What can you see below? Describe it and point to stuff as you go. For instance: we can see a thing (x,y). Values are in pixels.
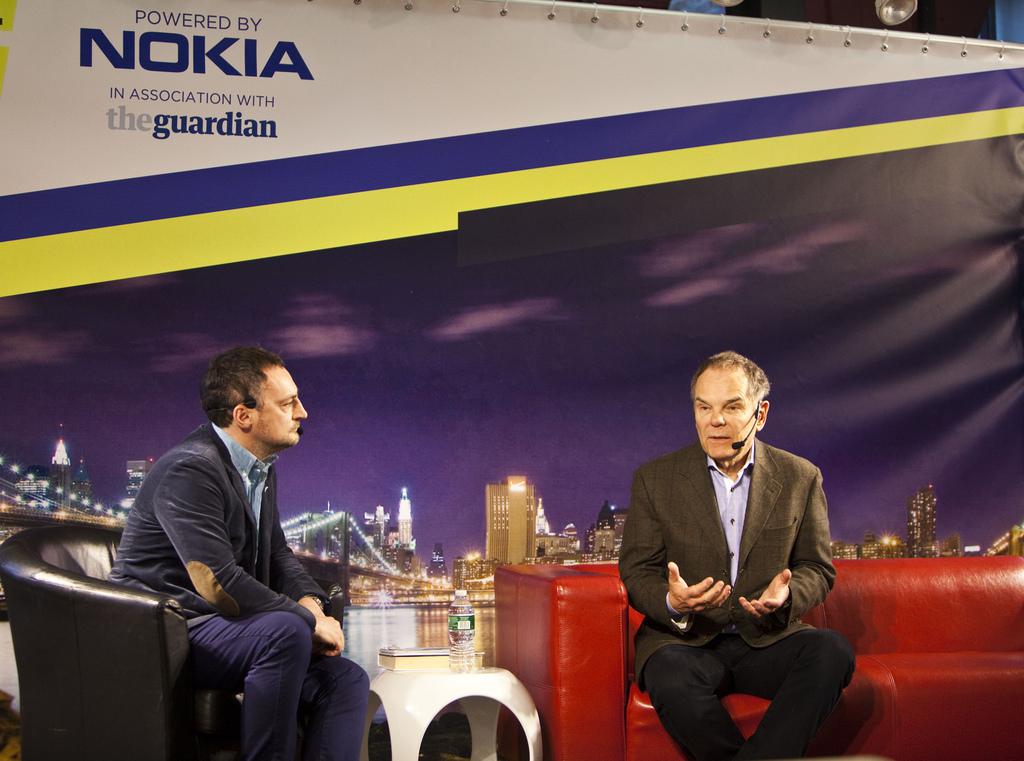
In this image I can see a red colour sofa (533,630) and a black colour chair (164,629) and on it I can see two persons (180,548) are sitting. I can also see both of them are wearing formal dress (697,620) and near their mouths (723,438) I can see mics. On the bottom side of the image (456,692) I can see a table (409,691) and on it I can see a box (392,652) and a water bottle (469,641). In the background (446,479) I can see a board (387,389) and on it I can see something is written. I can also see picture (353,603) of buildings (541,541) on the board (684,35). On the top right side of the image (729,1) I can see two lights (882,3).
